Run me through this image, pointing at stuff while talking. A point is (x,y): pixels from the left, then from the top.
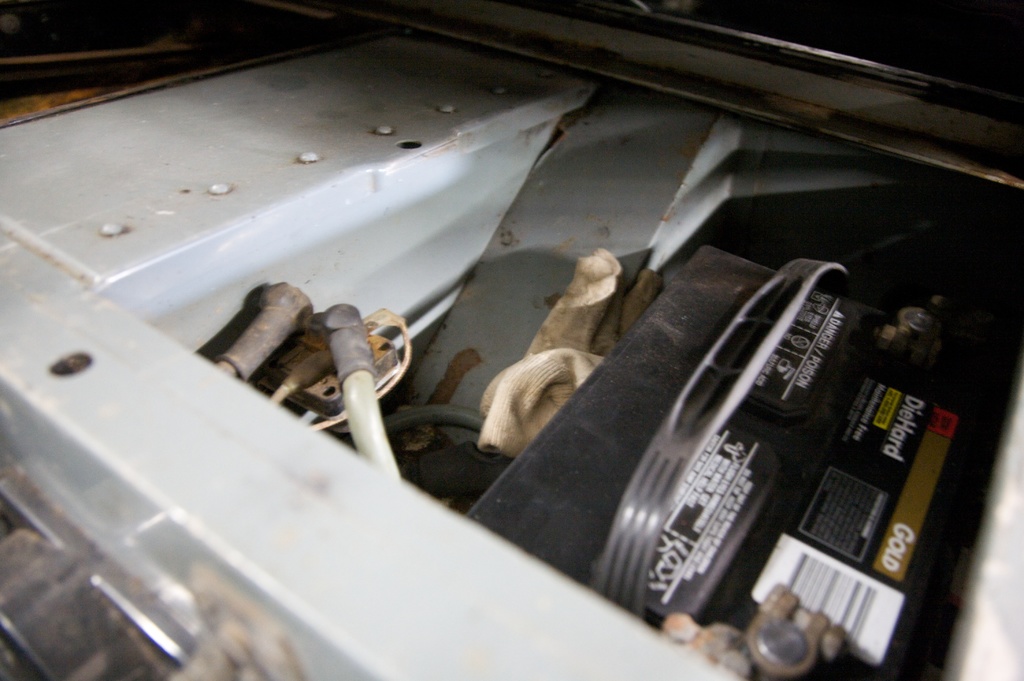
This is a zoomed in picture. In the center (535,246) there is a white color object (457,652) containing some rods (360,380) and a black color object (753,447).
